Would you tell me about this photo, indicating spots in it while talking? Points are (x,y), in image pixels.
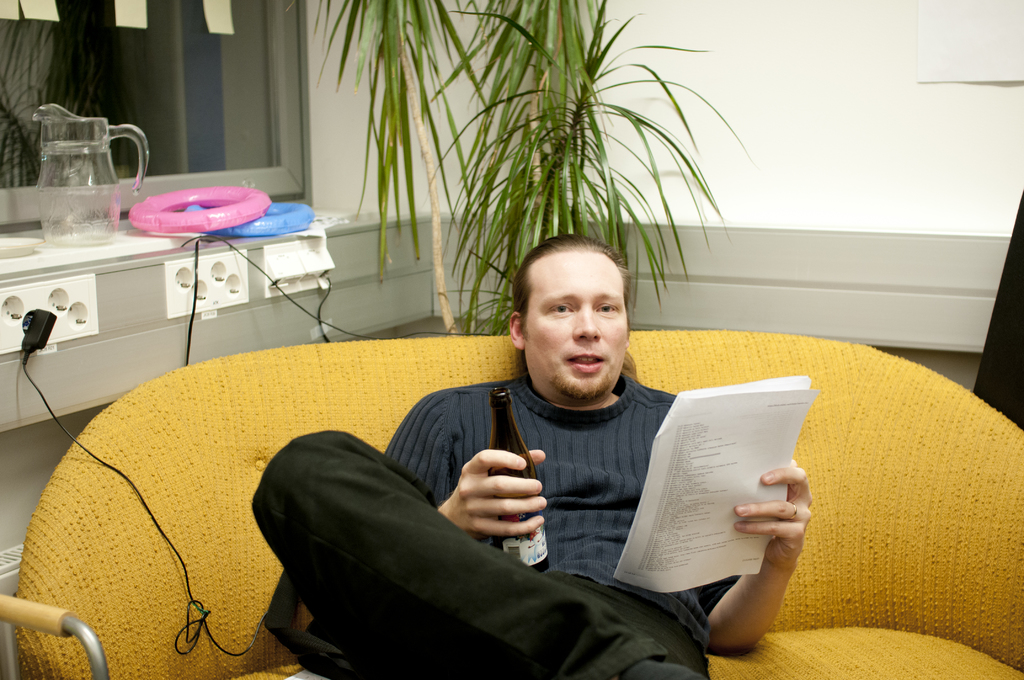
In this picture I can see a man (577,439) sitting on the couch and holding a bottle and papers (688,460), there are cables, there is a jug of water (79,211) and some other objects (254,225) on the cabinet (315,236), it looks like a transparent glass (185,60), there is a house plant (376,50), and in the background (751,62) there is a wall (818,118).
